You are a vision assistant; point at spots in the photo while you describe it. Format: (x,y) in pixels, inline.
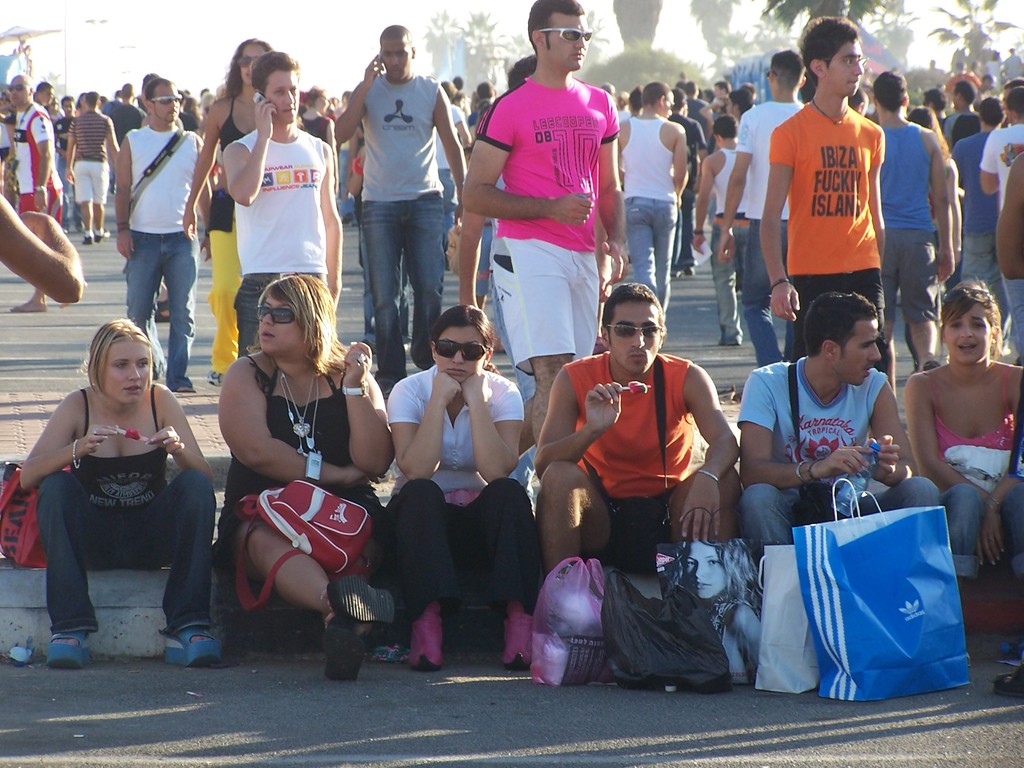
In this image in front (966,545) there are a few people (551,509) sitting on the platform (206,418). In front of them there are bags (636,601). Behind them there are a few people (738,160) walking on the road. In the background of the image (674,42) there are trees (948,28) and sky (240,10).
